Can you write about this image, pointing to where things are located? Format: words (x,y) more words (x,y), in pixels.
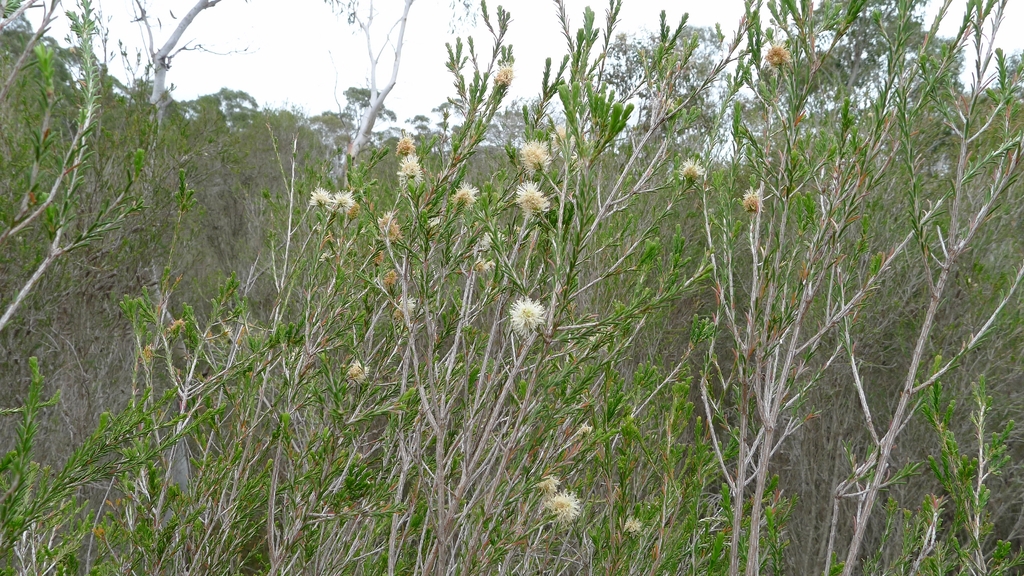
In this image I can see plants (405,232) and flower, at the top (198,28) I can see the sky (205,45).
